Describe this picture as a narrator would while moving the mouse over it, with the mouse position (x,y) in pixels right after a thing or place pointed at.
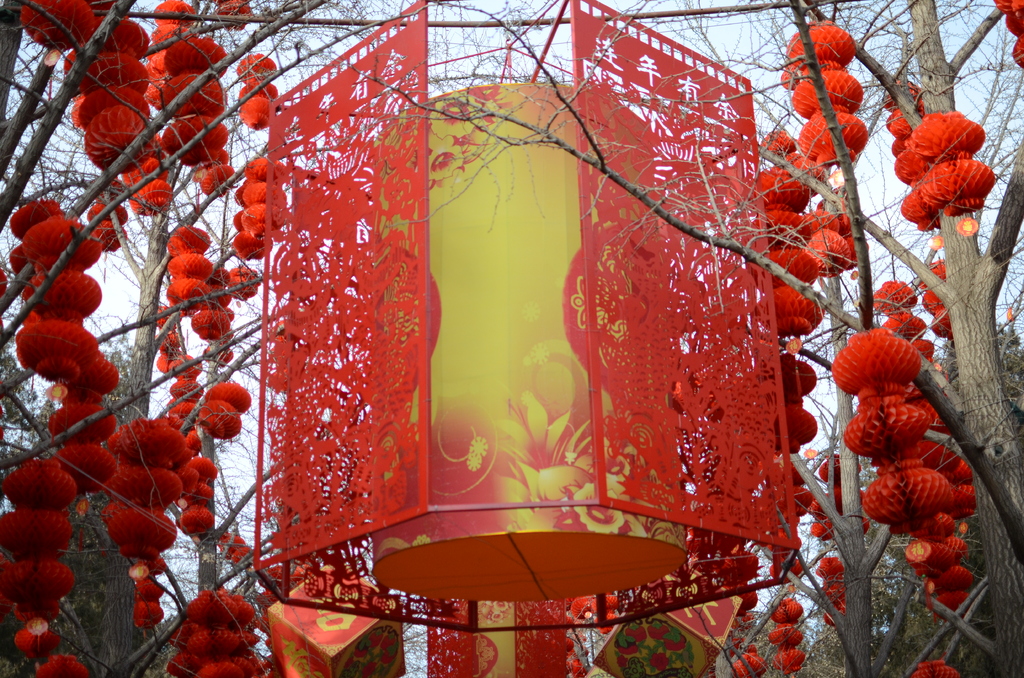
In this image there are Chinese lanterns (504,361) hanging to the trees (120,203), and in the background (1010,83) there is sky (235,84).
